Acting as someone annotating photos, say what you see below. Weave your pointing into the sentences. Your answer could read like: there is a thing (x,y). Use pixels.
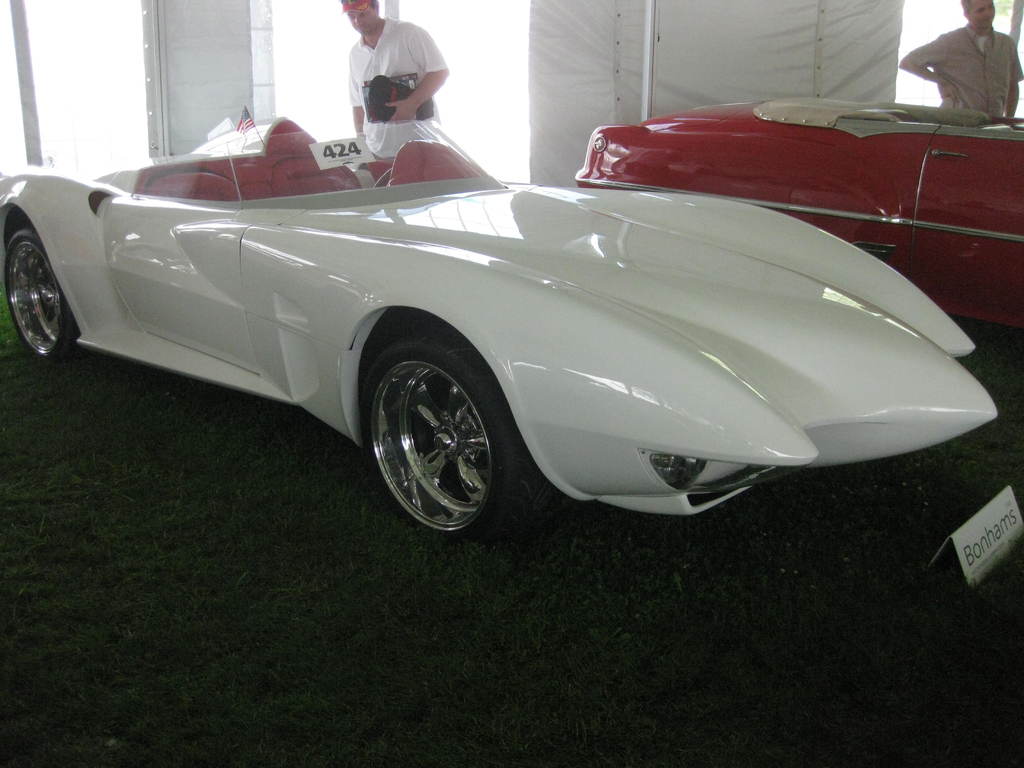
In this image I can see two cars (706,248) which are in white and red color. To the side there are two people (390,33) standing and wearing the white and ash color dresses (429,41). I can see one person (426,95) holding the black color object (374,94). In the back (590,60) there is a curtain (549,68). And I can see the board (968,552) in the front of the car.
